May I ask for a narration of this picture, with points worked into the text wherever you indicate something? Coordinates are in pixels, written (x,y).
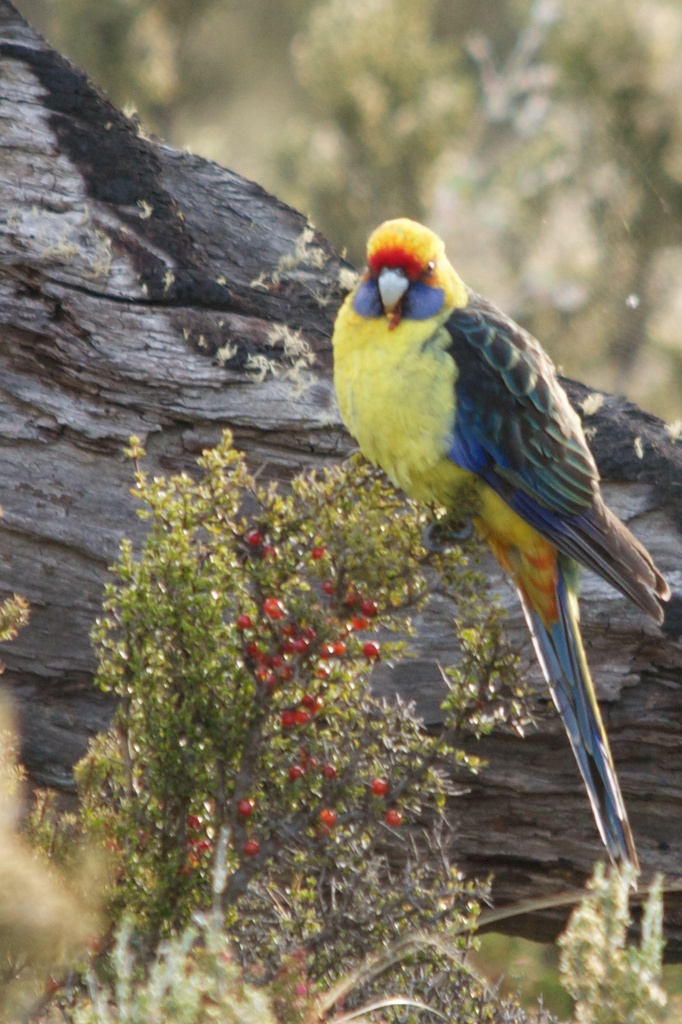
Here in this picture we can see a parrot (445,466) present near the plant (414,721), which is present on the ground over there and behind it we can see a log (676,945) present over there.
